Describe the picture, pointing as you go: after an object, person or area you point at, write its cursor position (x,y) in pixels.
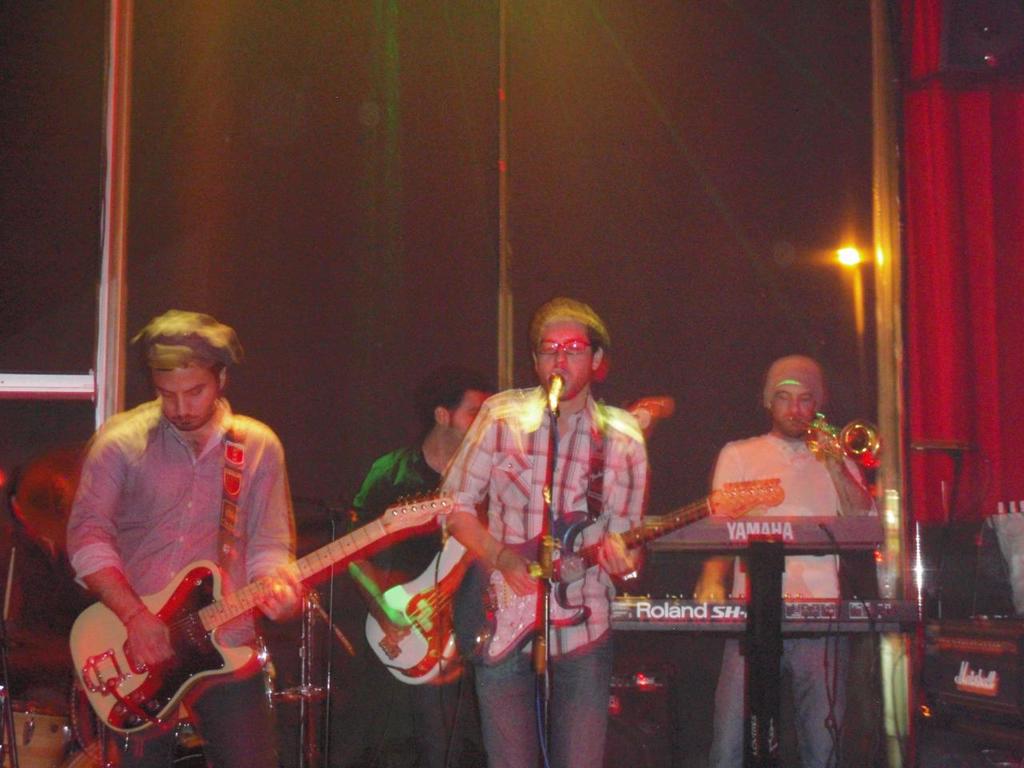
Here we can see four people (159,387) performing musical instruments (114,630), the person (736,444) on the right side (766,434) is playing a trumpet (817,416) and the remaining three persons (626,471) are playing a guitar (136,680), the person (490,519) in the middle (562,445) is singing a song with microphone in front of him.
